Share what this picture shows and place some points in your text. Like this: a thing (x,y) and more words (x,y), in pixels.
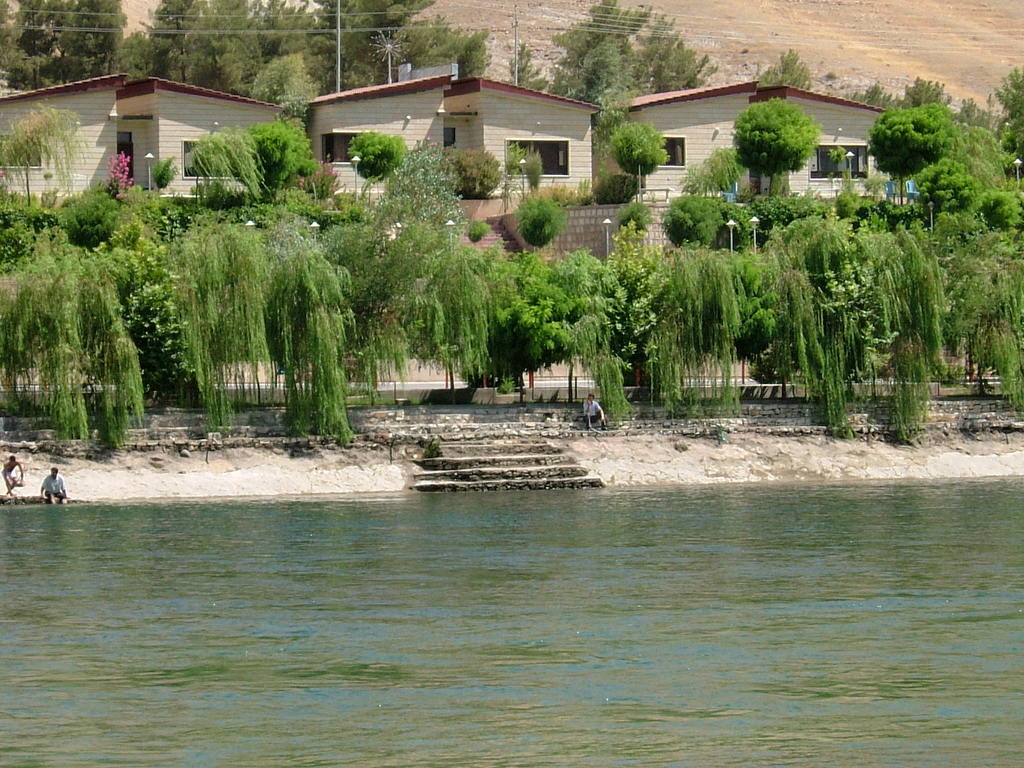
In this image in the foreground (492,663) there is a water body (513,606). In the background (69,229) there are buildings (678,191), trees (692,212). Here there are stairs (459,455). Few people (63,488) are sitting in the bank (251,475) of the water body (785,546).
